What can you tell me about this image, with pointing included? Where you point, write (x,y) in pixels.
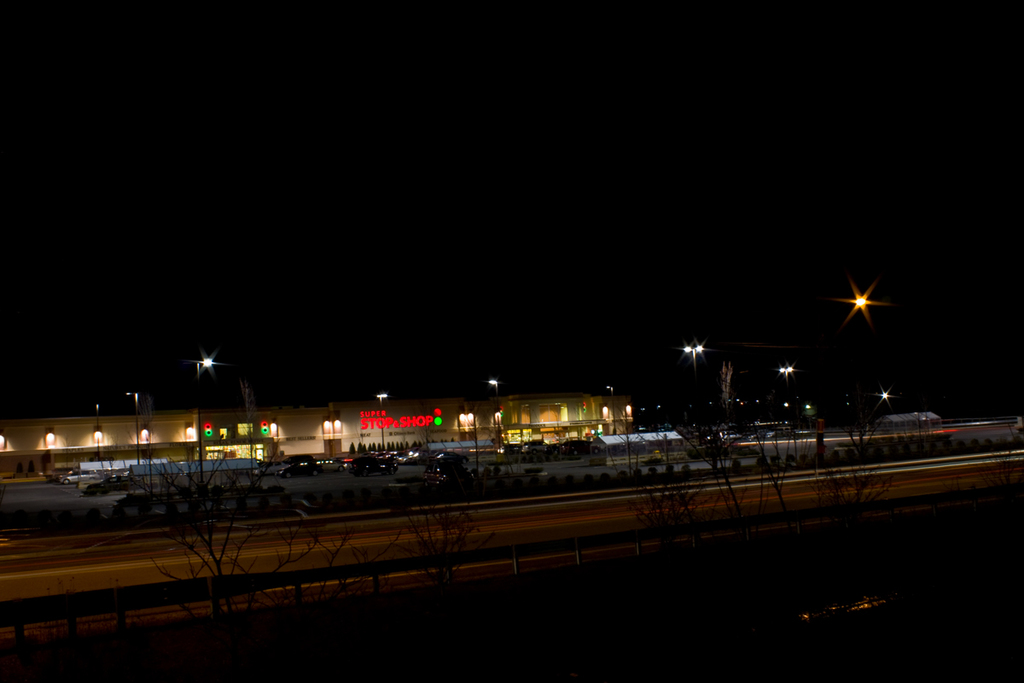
This picture shows a building (459,419) and we see few trees (420,535) and few vehicles (433,484) parked and we see tents (630,449) and few pole lights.
